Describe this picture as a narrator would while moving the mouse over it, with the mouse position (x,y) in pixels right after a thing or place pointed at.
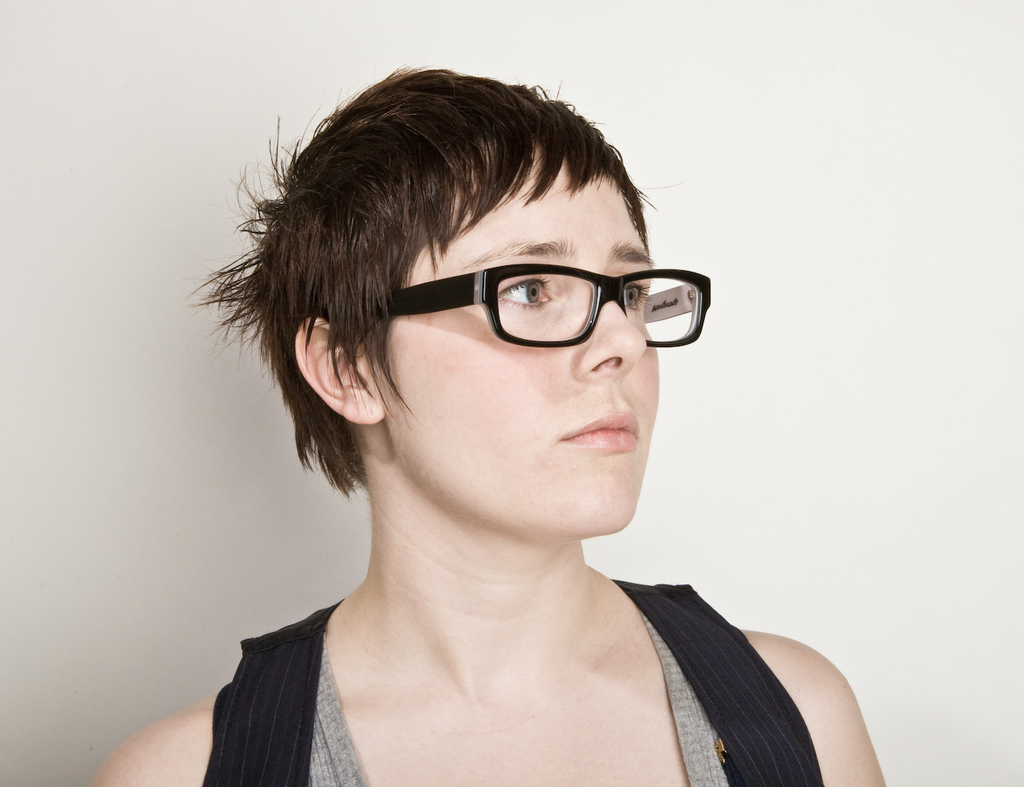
In this picture I can see a woman (345,373) in front (420,104) and I see that she is wearing a spectacle (696,329) and she is wearing black and grey color dress (648,616). I see that it is white color in the background (44,539).
